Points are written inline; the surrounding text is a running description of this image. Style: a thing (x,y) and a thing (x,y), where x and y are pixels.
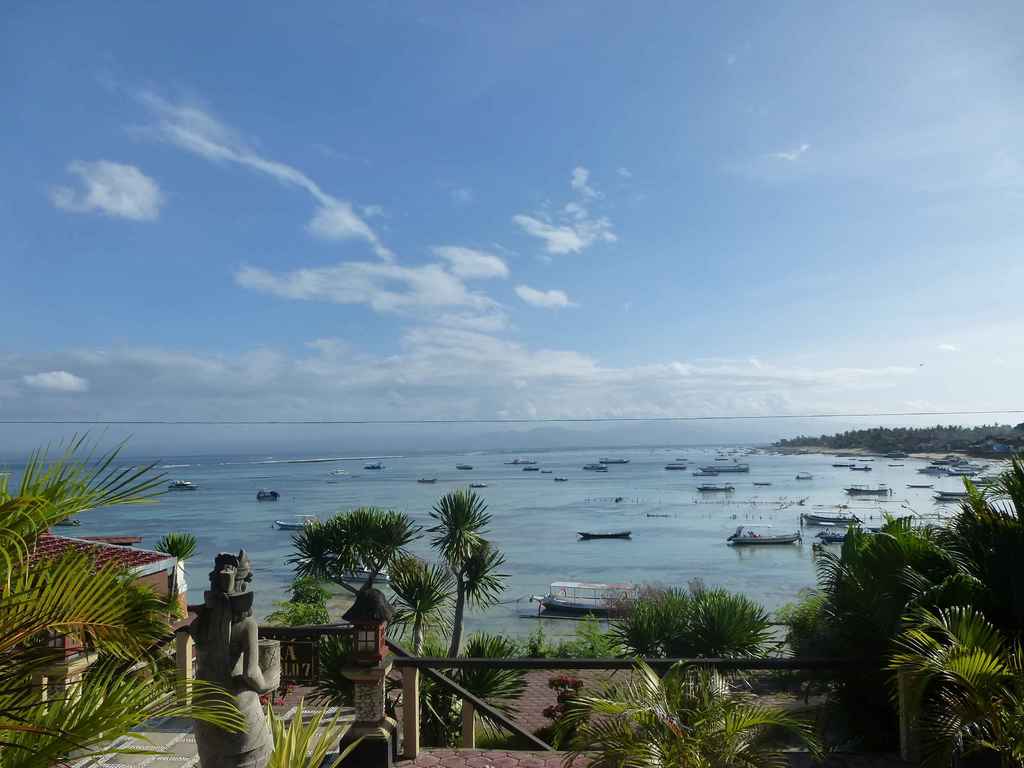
In this image there is a statue (236,638) at the left bottom of image (224,645) before it there is a fence (397,653) having a lamp (361,668) on it. Behind it there are few trees (830,584) and plants (732,651). There are few boats (556,588) sailing on water (632,486). Left side there is a house (66,672). Top of image (699,218) there is sky (390,348). Right side (949,442) there are few trees (879,438) on the land (866,448).
